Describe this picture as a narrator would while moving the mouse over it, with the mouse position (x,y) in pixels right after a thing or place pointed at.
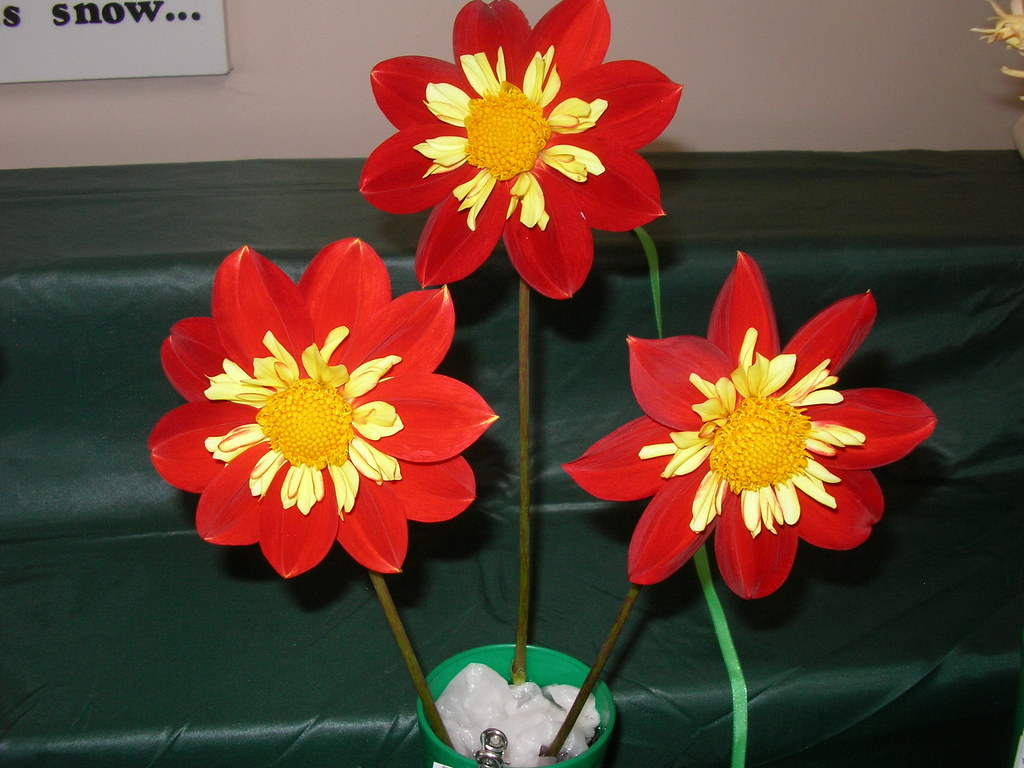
In this image, we can see flowers (440,499) in the pot (501,715) and there are some papers (505,702). In the background (703,211), there is a cloth (234,225) and there is a board (214,36) on the wall (290,85).
